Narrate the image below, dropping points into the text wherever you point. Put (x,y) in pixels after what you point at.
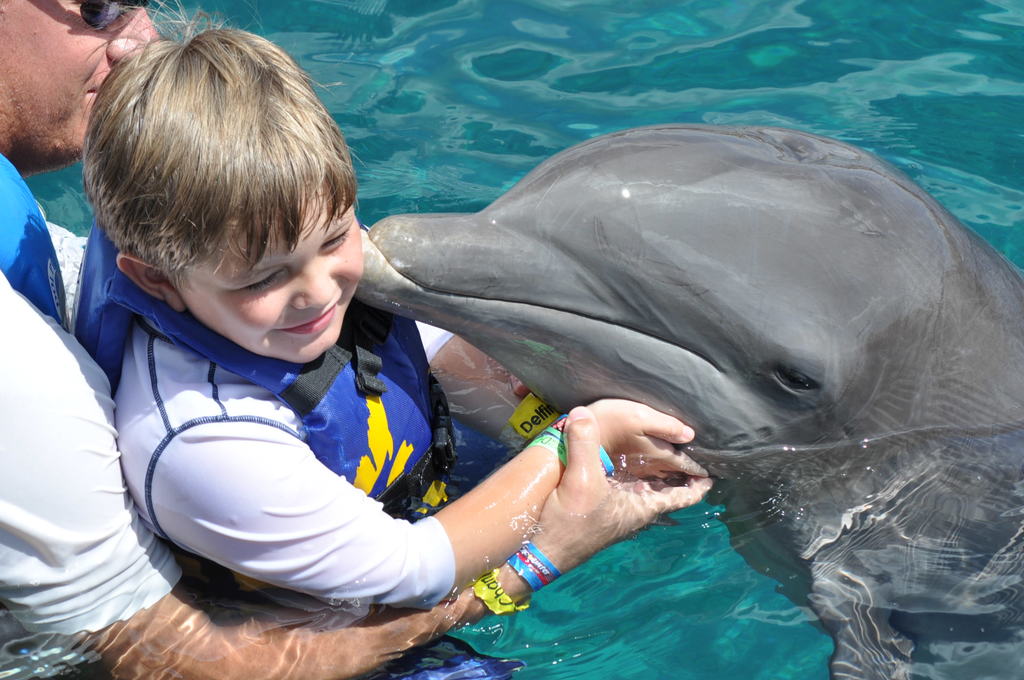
The image is taken in the pool (633,75). On the left side (309,558) there is a man (45,27) holding a boy (407,454) in his hands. On the right (823,361) there is a dolphin (797,396). There are water (602,119).
